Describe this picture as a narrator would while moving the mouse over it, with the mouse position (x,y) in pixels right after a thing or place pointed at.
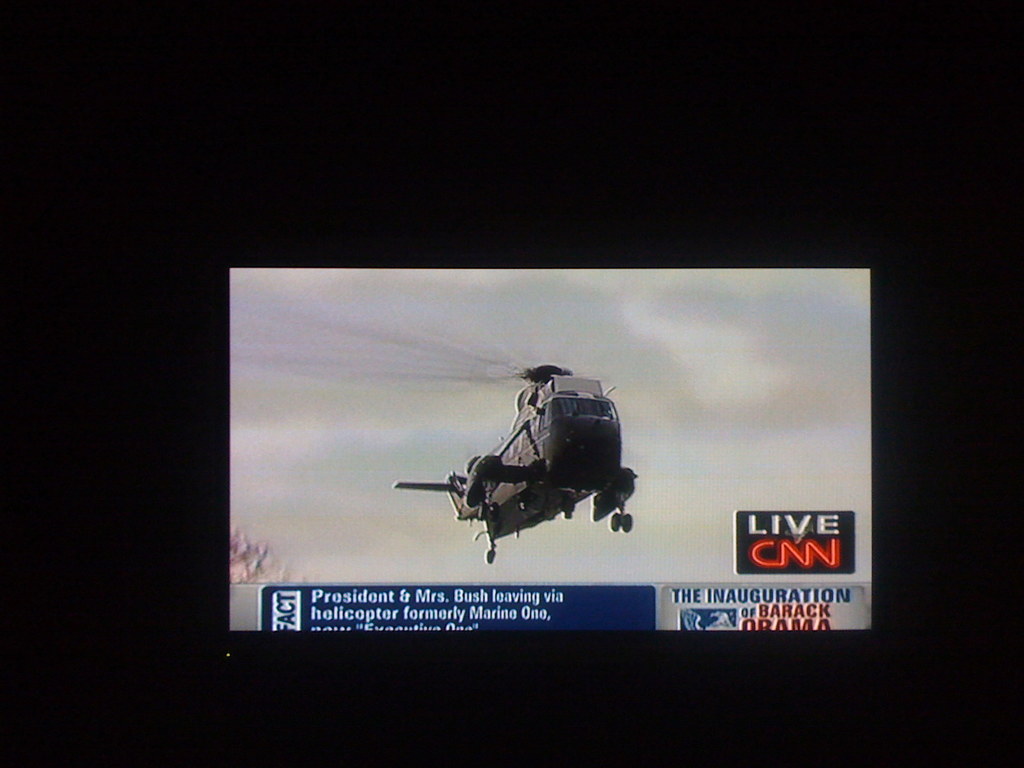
In this picture there is a television (573,521) which has a helicopter (520,452) flying in the air (480,403) and there is something written below it is displayed on it.
